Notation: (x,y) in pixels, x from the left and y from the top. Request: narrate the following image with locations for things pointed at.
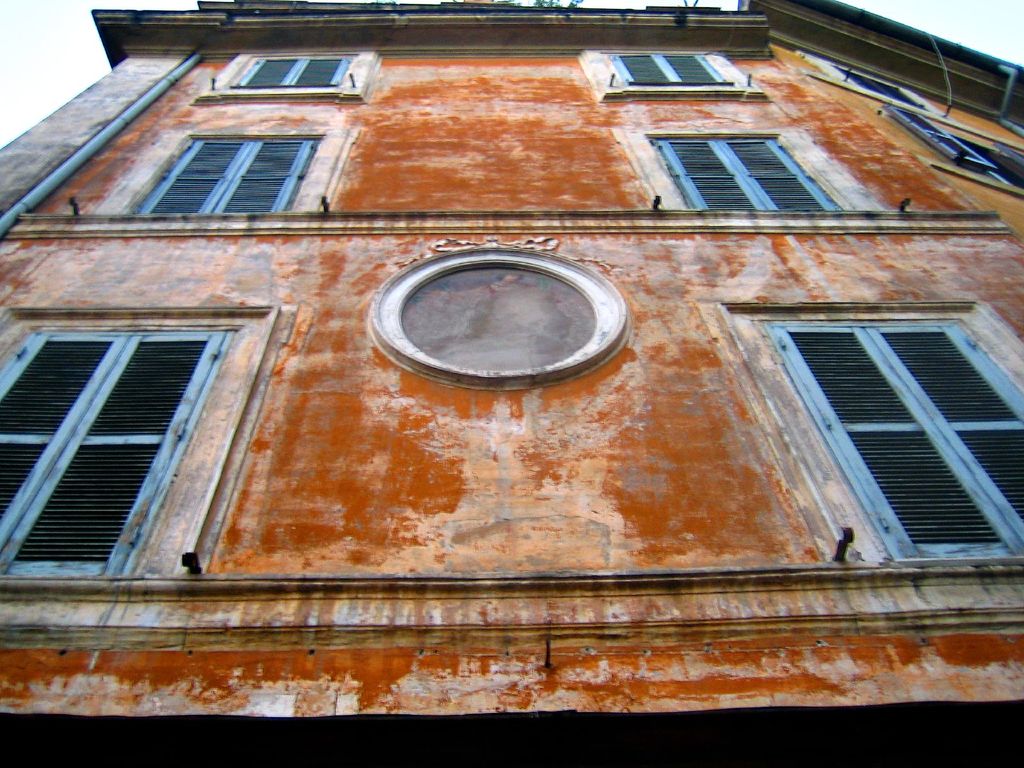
In this picture we can see a building (755,705) with windows (867,451), pipe (183,71) and in the background (56,10) we can see the sky (727,1).
